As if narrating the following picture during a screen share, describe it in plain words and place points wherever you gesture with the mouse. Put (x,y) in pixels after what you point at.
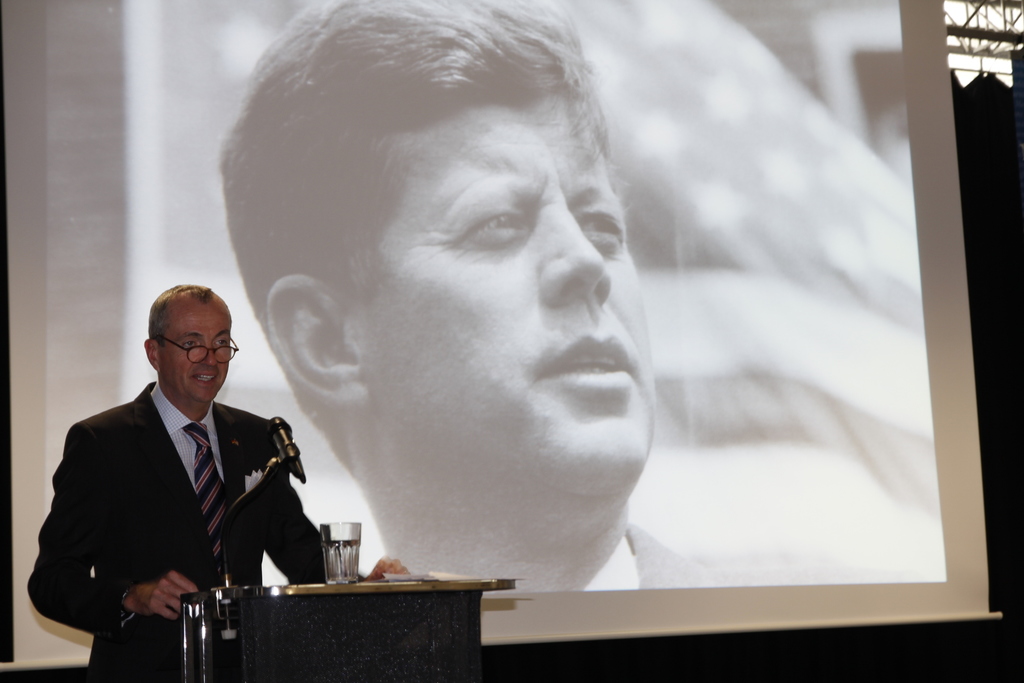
This is the man (153,509) standing and talking. This is the podium (281,596) with a mike (265,474) and a tumbler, paper (400,580) are placed on the podium (416,650). This is the screen (860,464) with a display (661,331) of a person (544,339) on the screen (532,409).
